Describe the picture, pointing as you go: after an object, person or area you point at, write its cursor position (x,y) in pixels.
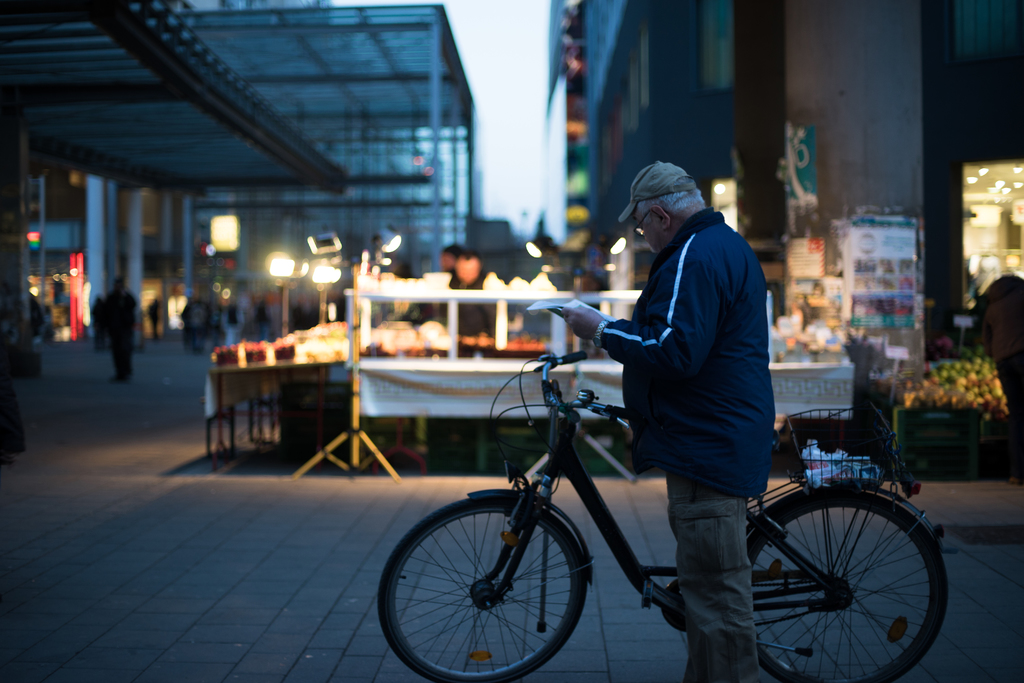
In this picture a guy (663,415) is holding a bicycle (637,565), in the background (372,289) we observe many stalls (477,361) of food items (296,358) and buildings (413,139).
